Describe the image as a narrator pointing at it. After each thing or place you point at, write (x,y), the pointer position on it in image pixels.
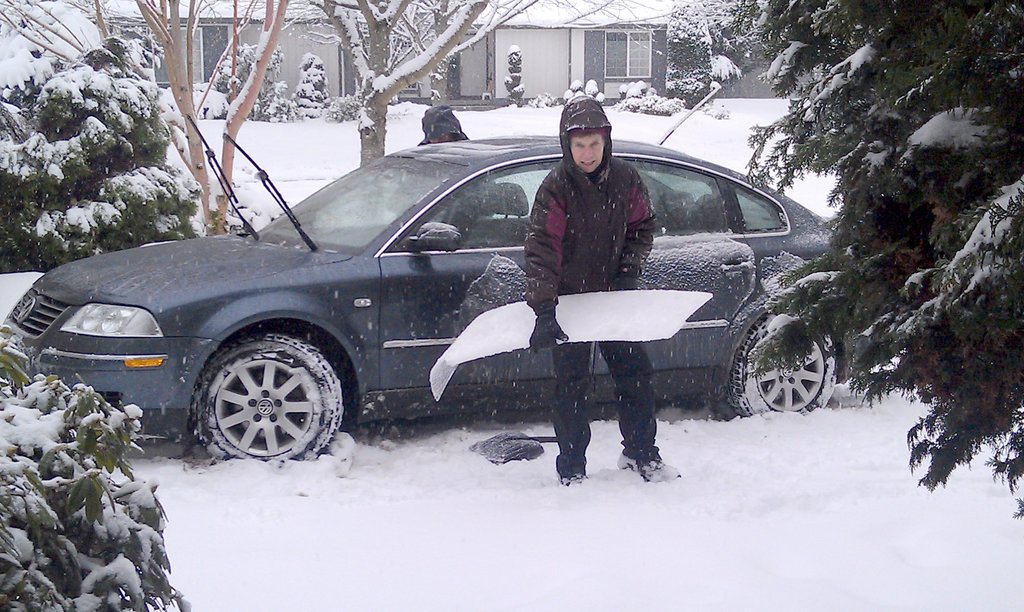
In the image we can see there are people (623,172) standing and behind them there is a car (334,292) standing on the ground (159,476) and the ground (500,534) is covered with snow (547,533). There are buildings (204,42) and trees (372,99) covered with snow (80,604).
